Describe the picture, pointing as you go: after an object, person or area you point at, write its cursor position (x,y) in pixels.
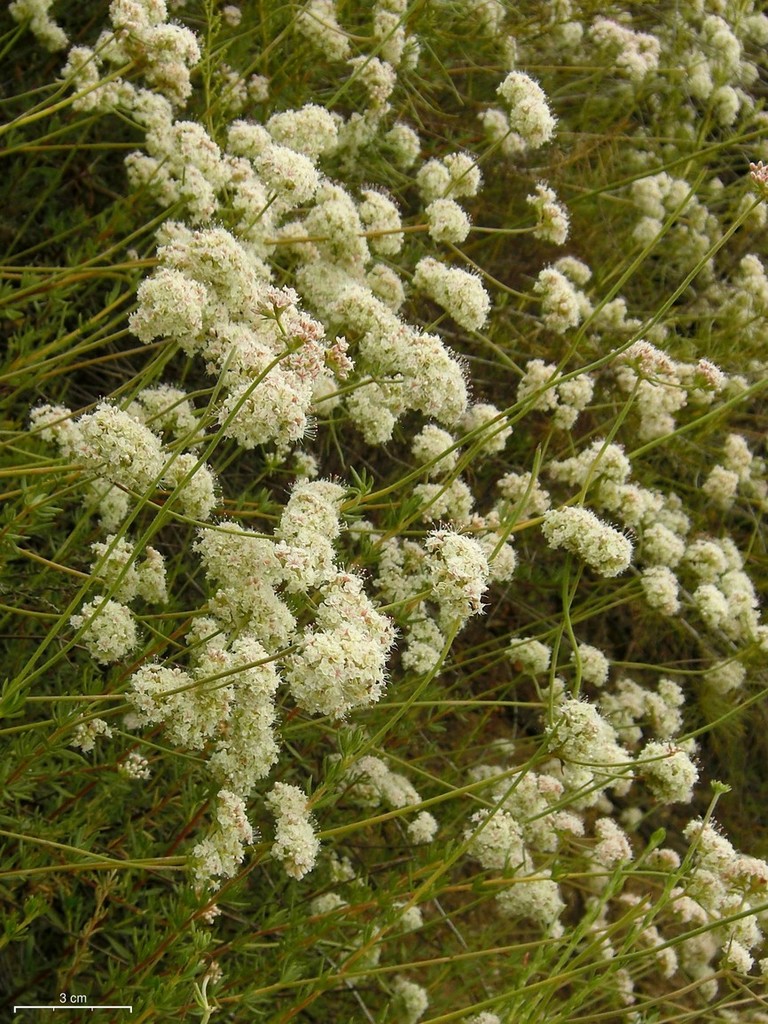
In this picture we can see some group of flowers (376,626) to the plants (230,485).
